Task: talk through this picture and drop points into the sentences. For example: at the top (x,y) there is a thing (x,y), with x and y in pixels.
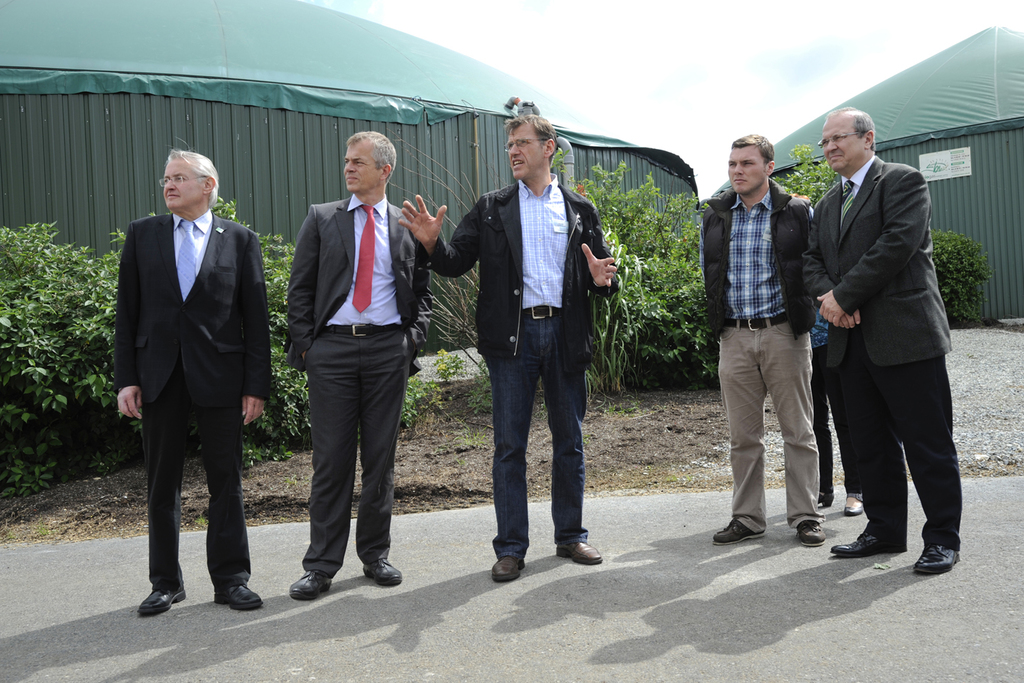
In this image there are a few men (539,285) standing on the surface of the road (4,661), behind them there are plants (635,277), behind the plants (694,277) there are tents (358,112).
